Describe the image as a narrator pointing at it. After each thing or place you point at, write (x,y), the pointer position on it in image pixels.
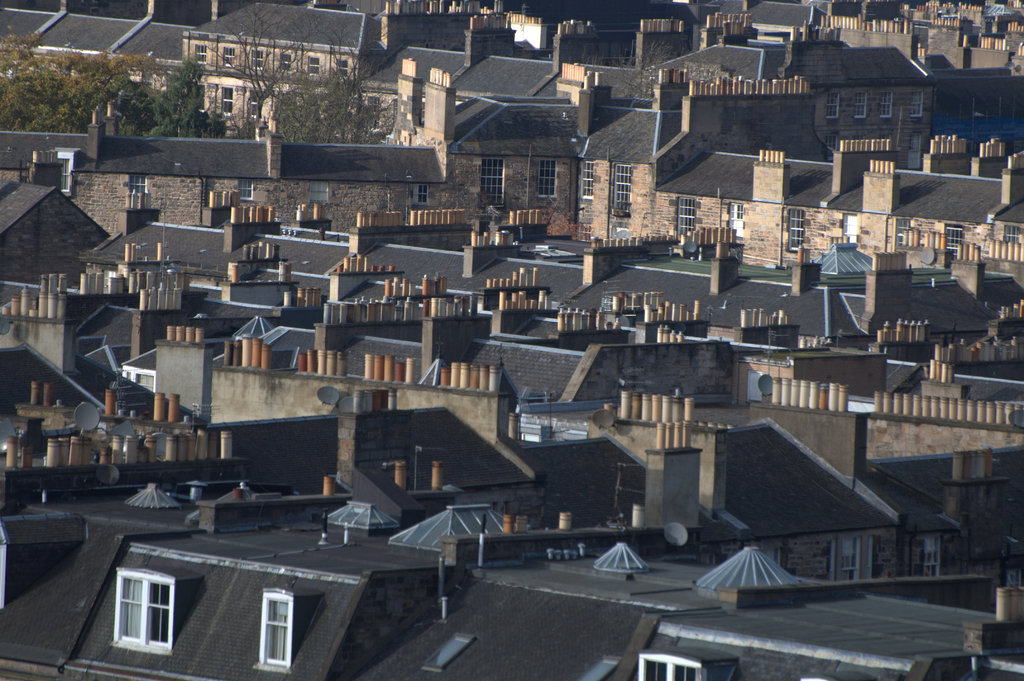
In this image I can see the roofs (493,624) of buildings (545,629) which are black in color and I can see few windows (267,607), few trees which are green in color and few other objects (259,364) which are orange, cream and brown in color on the roofs (572,357).
